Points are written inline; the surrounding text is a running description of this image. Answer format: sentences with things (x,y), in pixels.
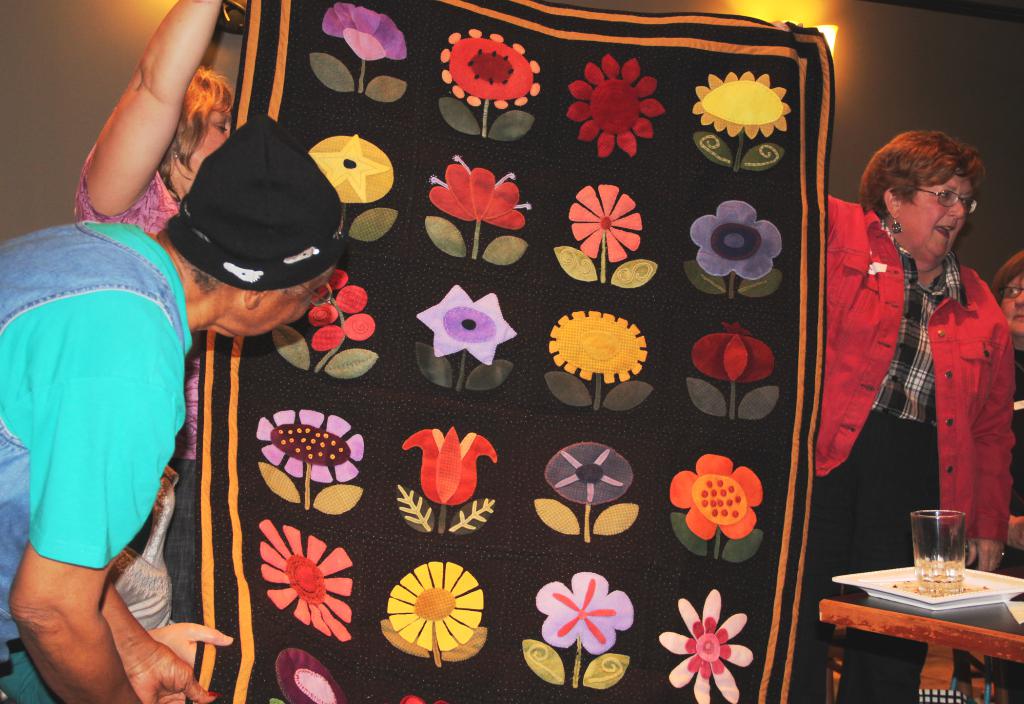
In this image, In the middle (352,414) there is a black color cloth (519,139), In the left side (104,552) there is a old man (146,341) seeing the black cloth (263,371), In the right side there is a woman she is standing and holding a cloth (785,144), There is a table (893,629) in the right side (875,623) which is in yellow color on that table (952,620) there is a plate (968,599) which is in white color in that plate (882,583) there is a glass (951,575).
